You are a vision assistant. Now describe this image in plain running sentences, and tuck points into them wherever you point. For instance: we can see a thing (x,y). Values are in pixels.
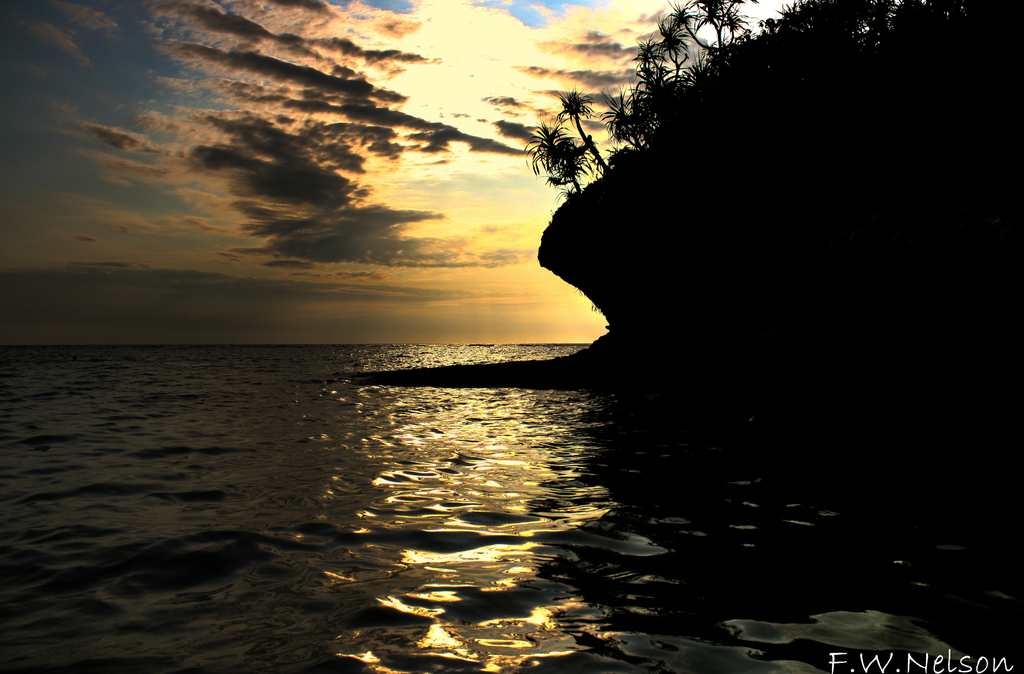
This image is taken outdoors. At the top of the image (251,141) there is the sky (314,176) with clouds (323,242). At the bottom of the image (287,549) there is a sea (189,535) with water (525,389). On the right side of the image (759,204) there is a hill (813,226) and there are a few trees (668,110) and plants (815,76) on the hill (928,96).
